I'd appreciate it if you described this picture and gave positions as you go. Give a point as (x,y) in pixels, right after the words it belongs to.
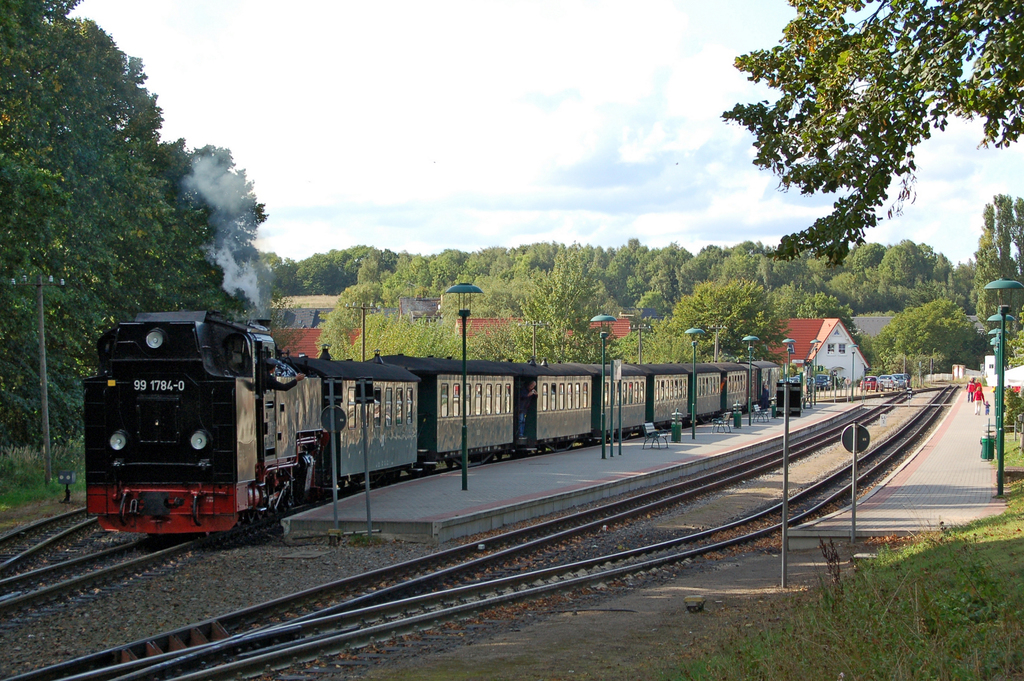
In this picture we can see train (147,436) on a railway track (138,560), beside this train (110,521) we can see railway tracks (186,672), platforms (595,458), on these platforms (502,515) we can see benches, people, electric poles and some objects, here we can see houses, trees (565,279), vehicles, trees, grass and we can see sky (277,154) in the background (277,154).
